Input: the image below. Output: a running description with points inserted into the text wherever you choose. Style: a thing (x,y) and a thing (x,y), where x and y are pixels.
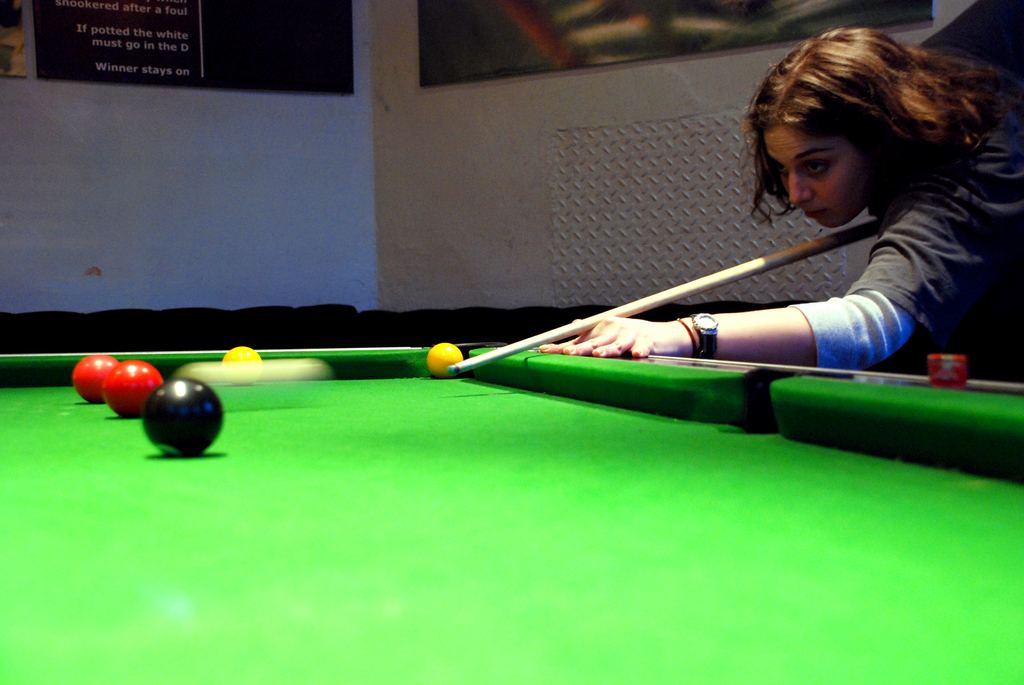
In this image we can see this woman (914,222) is holding a stick (693,287) in her hands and playing the billiards game.
